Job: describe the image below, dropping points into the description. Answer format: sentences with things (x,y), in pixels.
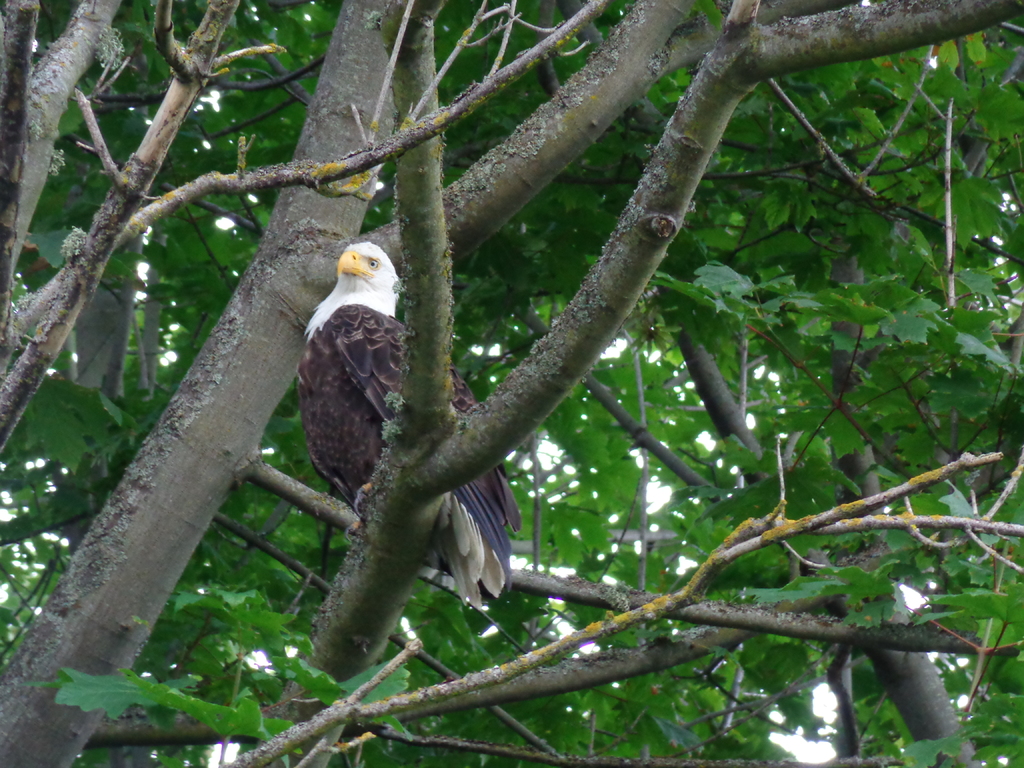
In this image we can see a bird (358,501) standing on the branch (443,379) of a tree (554,304) and sky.
